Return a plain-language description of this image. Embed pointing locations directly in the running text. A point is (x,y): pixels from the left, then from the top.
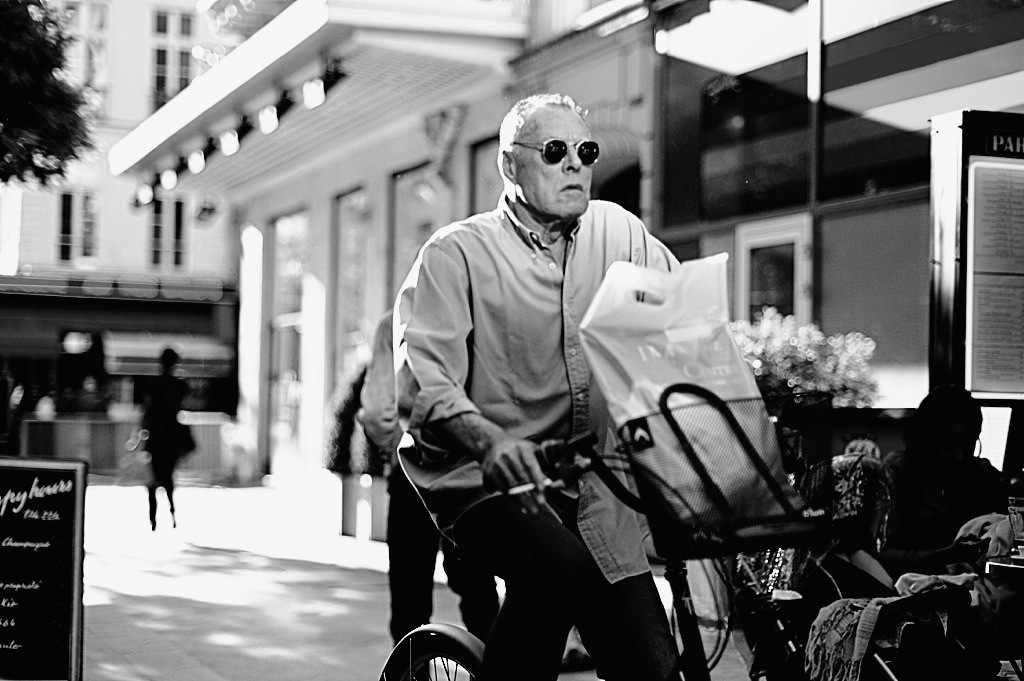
In this image I can see a person (602,566) riding bicycle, background (867,285) I can see few flowers (835,402), buildings (332,126), few boards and a tree (70,154) and I can also see a person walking and the image is in black and white.
